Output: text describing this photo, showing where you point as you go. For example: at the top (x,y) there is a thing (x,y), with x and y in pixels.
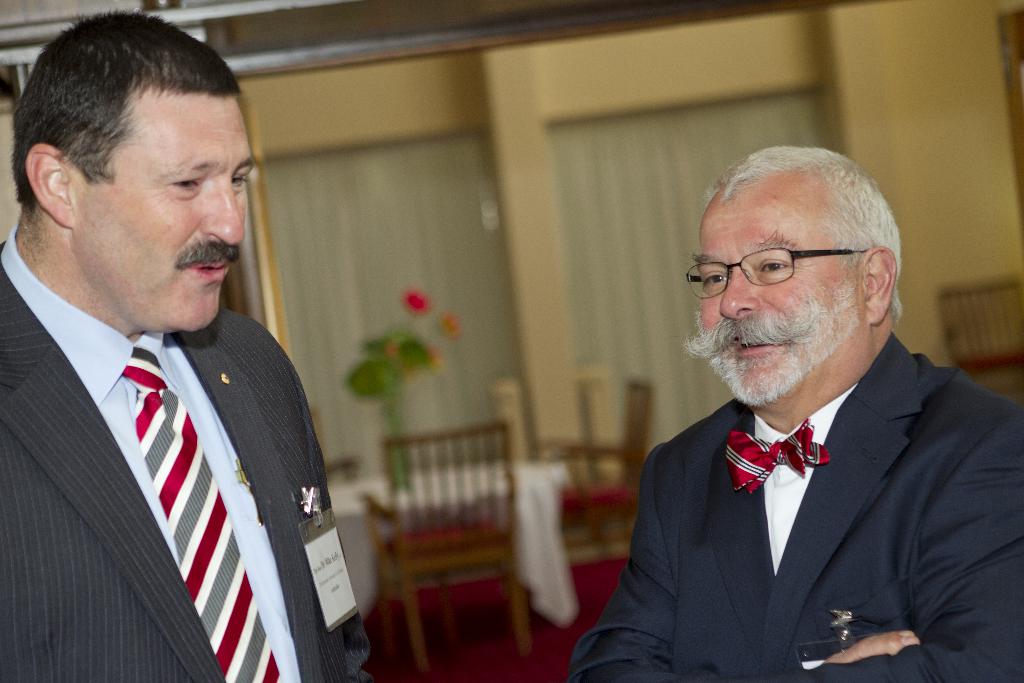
In this image i can see a people (881,440) smiling and behind them i can see chairs (626,482) and flower pot (387,372).
